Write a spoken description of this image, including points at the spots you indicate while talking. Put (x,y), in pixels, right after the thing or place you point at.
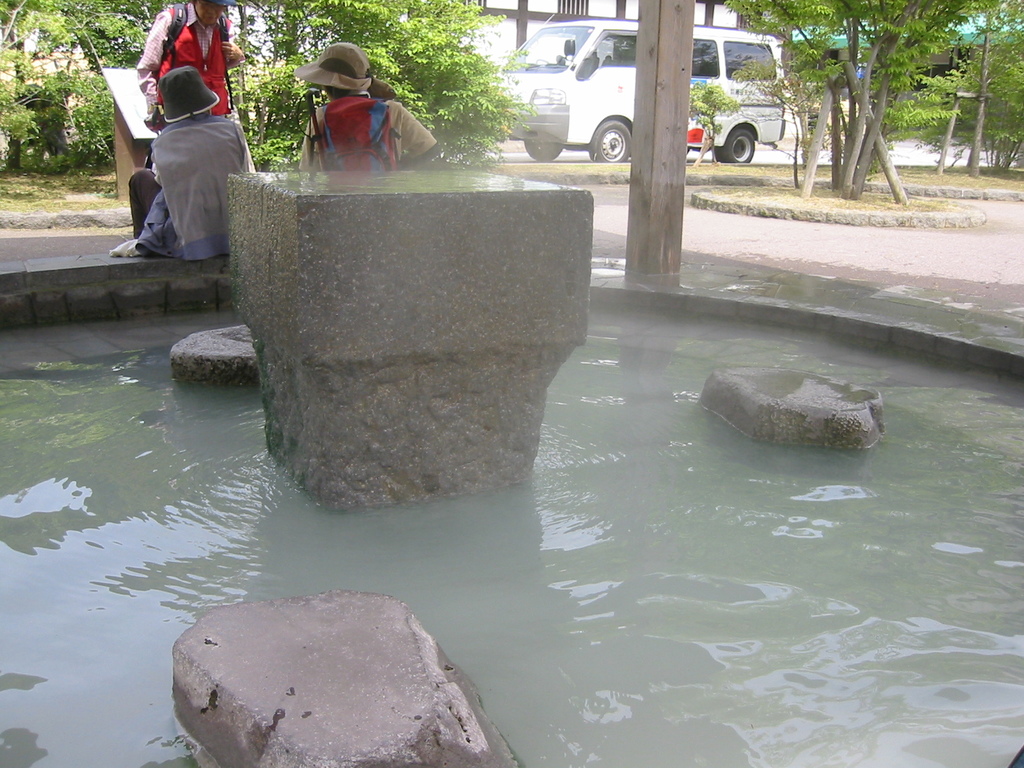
In this image at front (510,524) there is a pond (596,534) and inside the pond (402,554) there are stones (481,313). Three people (190,30) are in front of the pond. We can see a van (577,139) on the road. At the background (491,96) there are trees (987,127) and buildings (479,14).
